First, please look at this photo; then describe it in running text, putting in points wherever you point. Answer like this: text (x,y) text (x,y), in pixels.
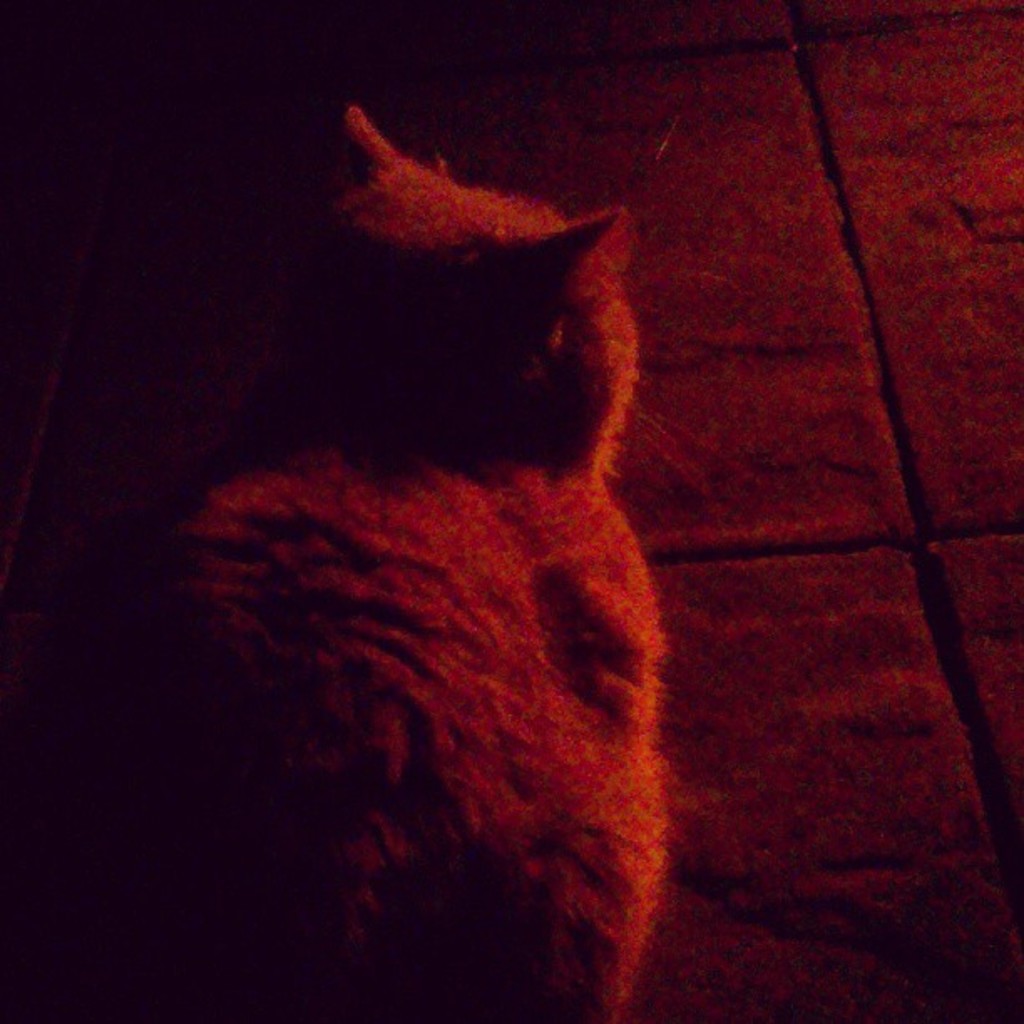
In this picture I can observe an animal (426,558) in the middle of the picture (483,539). In the background (669,306) I can observe floor (743,341).
